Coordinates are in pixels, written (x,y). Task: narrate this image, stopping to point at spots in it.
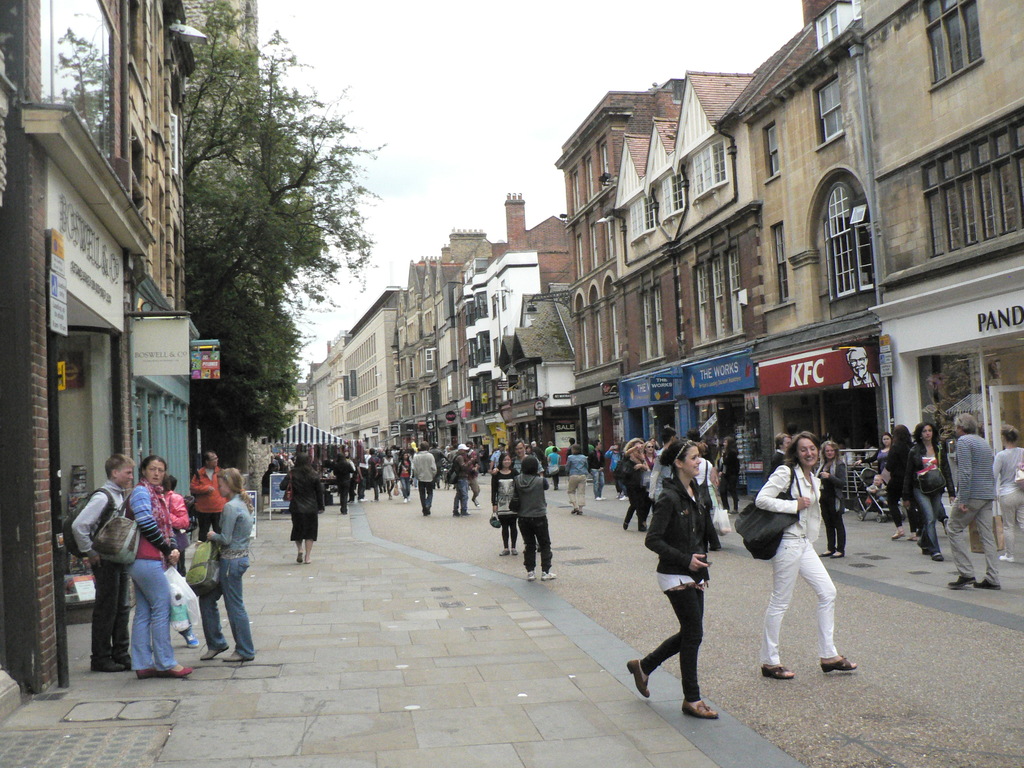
In this image, there are a few people (224,491), trees (229,425), buildings (975,192) and boards (730,366) with text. We can see the ground (352,596) with some objects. We can also see the sky (501,133).
